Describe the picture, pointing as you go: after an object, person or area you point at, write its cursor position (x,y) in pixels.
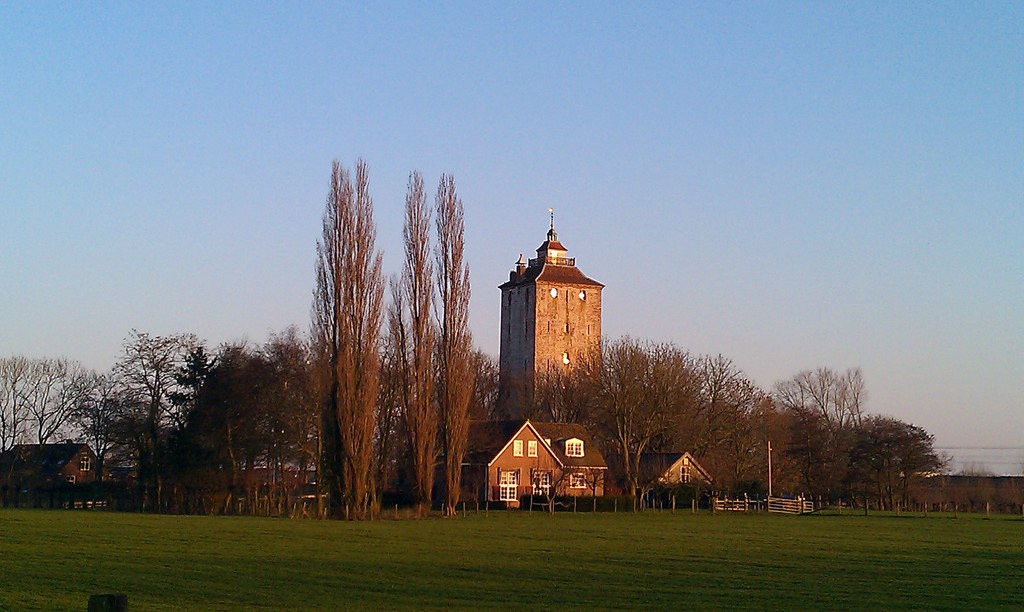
At the bottom of the picture (558,549), we see the grass (489,535). There are trees (716,450) and buildings (79,462) in the background (436,355). Beside the buildings (471,472), we see the wooden fence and a pole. At the top (596,142), we see the sky (372,154).
